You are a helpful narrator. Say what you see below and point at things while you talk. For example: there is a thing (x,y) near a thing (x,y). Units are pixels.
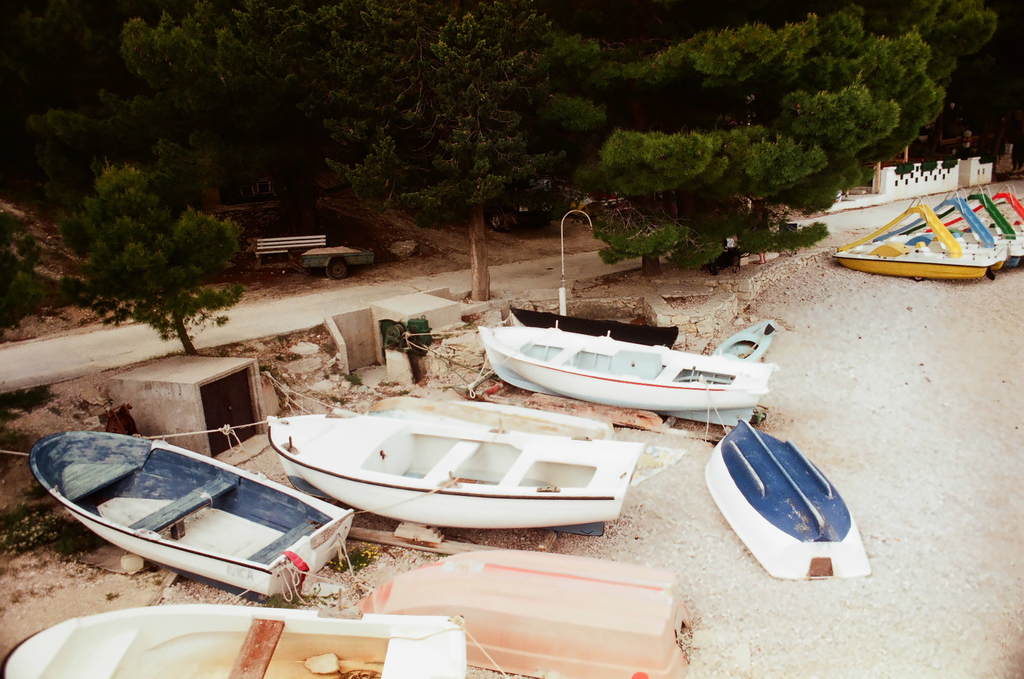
In this image, we can see few boats (252,642) on the ground (864,412). Top of the image (786,212), there are so many trees (179,132), some vehicle (345,271), bench (288,251) we can see.
